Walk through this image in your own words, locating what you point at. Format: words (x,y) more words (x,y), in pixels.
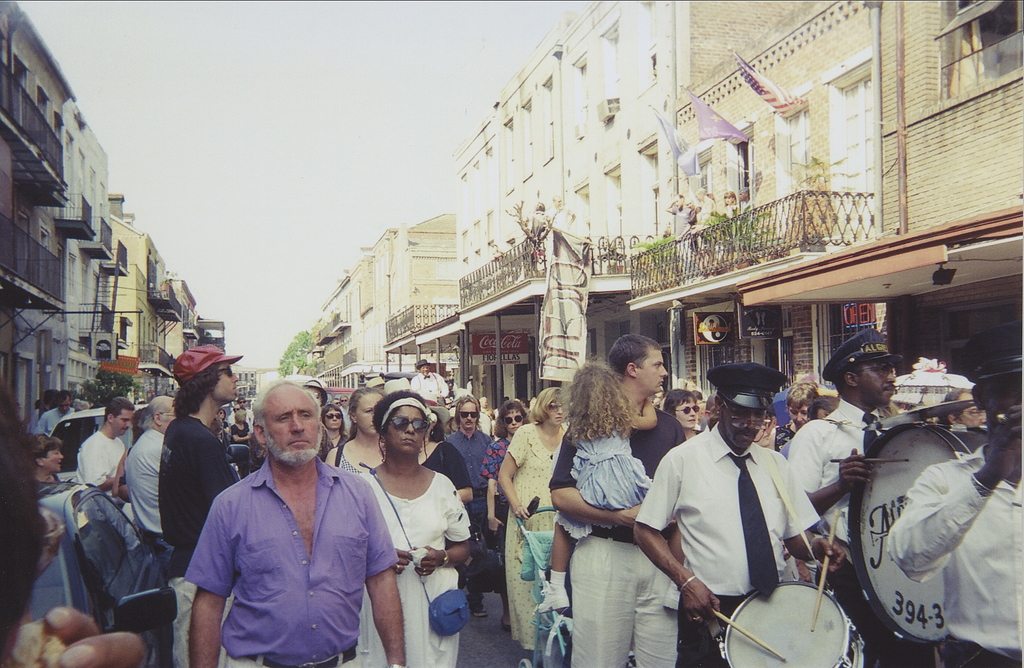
In this image I can see few persons (396,542) walking. On the right side (855,557) two persons (823,548) are holding musical instruments (888,567). On either side of the image there are buildings (20,271).
